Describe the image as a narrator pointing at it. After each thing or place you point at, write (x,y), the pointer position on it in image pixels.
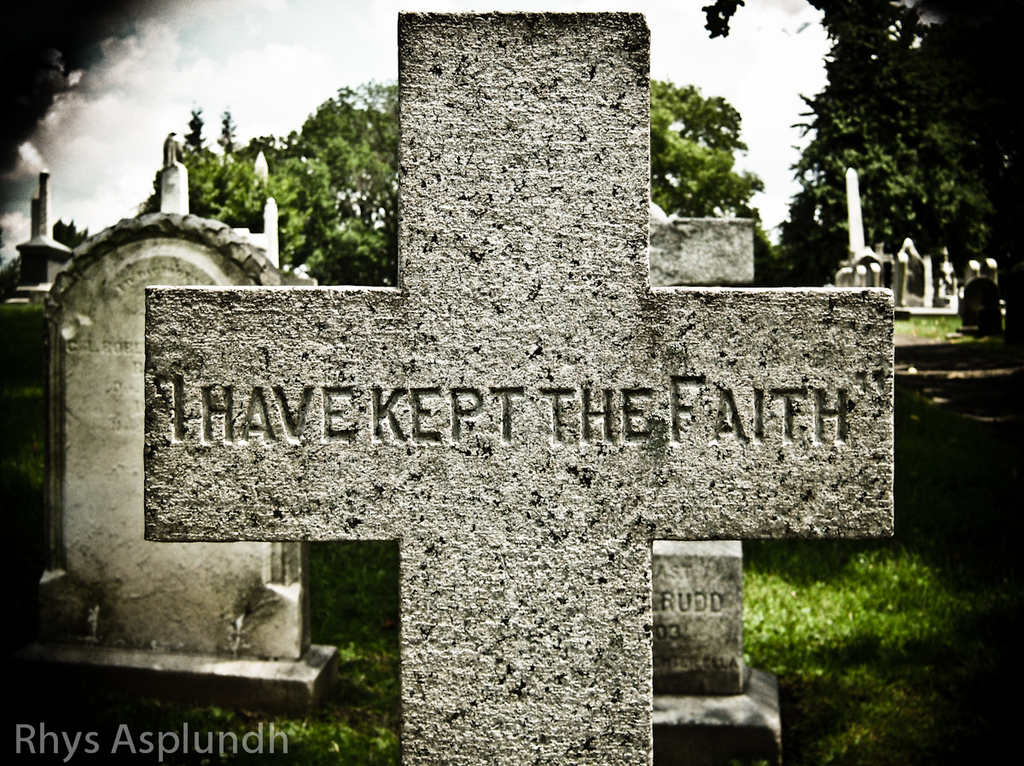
In this image, we can see graves (579,224) and in the background (190,136), there are trees (700,203). At the bottom (877,642), there is ground (888,643) covered with grass (877,703) and we can see some text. At the top (187,73), there are clouds (187,73) in the sky (171,51).
